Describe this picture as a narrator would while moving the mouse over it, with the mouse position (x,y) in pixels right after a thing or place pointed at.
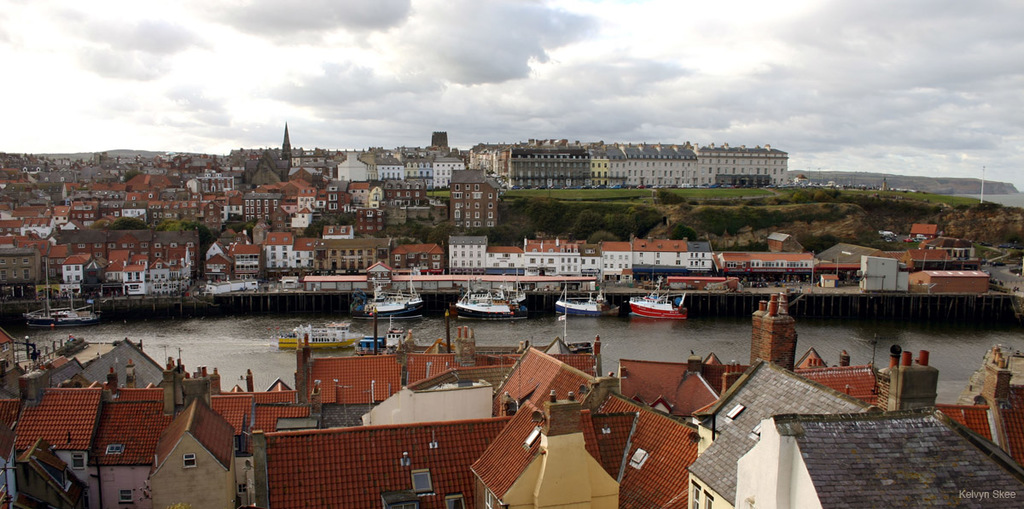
In this image, we can see some buildings (540,408). There are boats (578,308) floating on water (326,317). There are clouds (520,75) in the sky (354,59).
